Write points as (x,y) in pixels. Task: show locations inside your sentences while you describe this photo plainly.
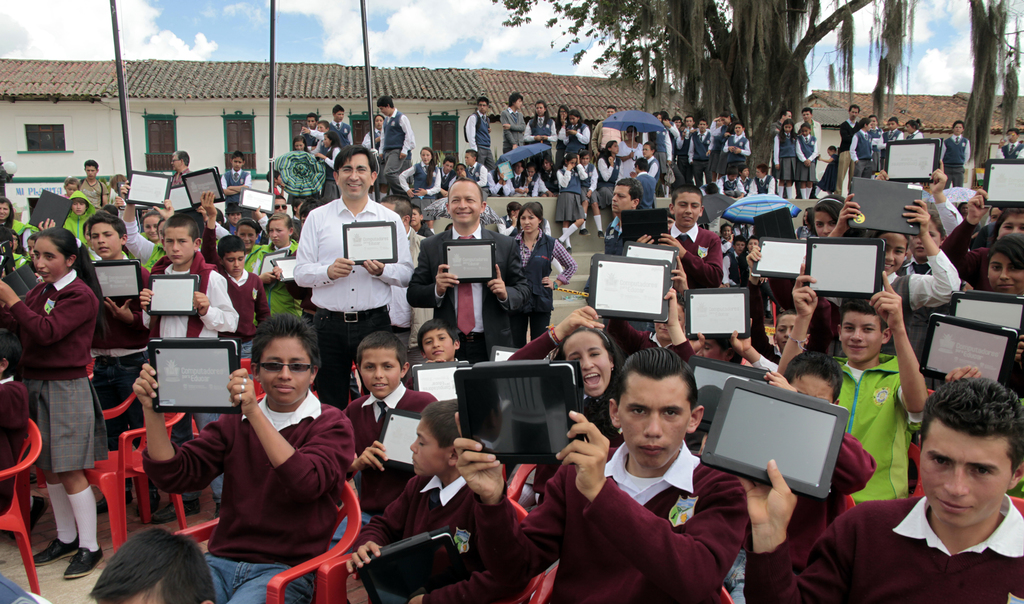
This picture is clicked outside and we can see the group of people (242,424) sitting on the chairs (177,419) and holding some devices (202,382) and we can see the group of people (43,341) standing and holding some devices (656,216). In the background (466,18) we can see the sky (435,41) with the clouds (72,40) and we can see the houses (949,120), trees (982,108) and the umbrellas (651,119) and some other items (503,164).
